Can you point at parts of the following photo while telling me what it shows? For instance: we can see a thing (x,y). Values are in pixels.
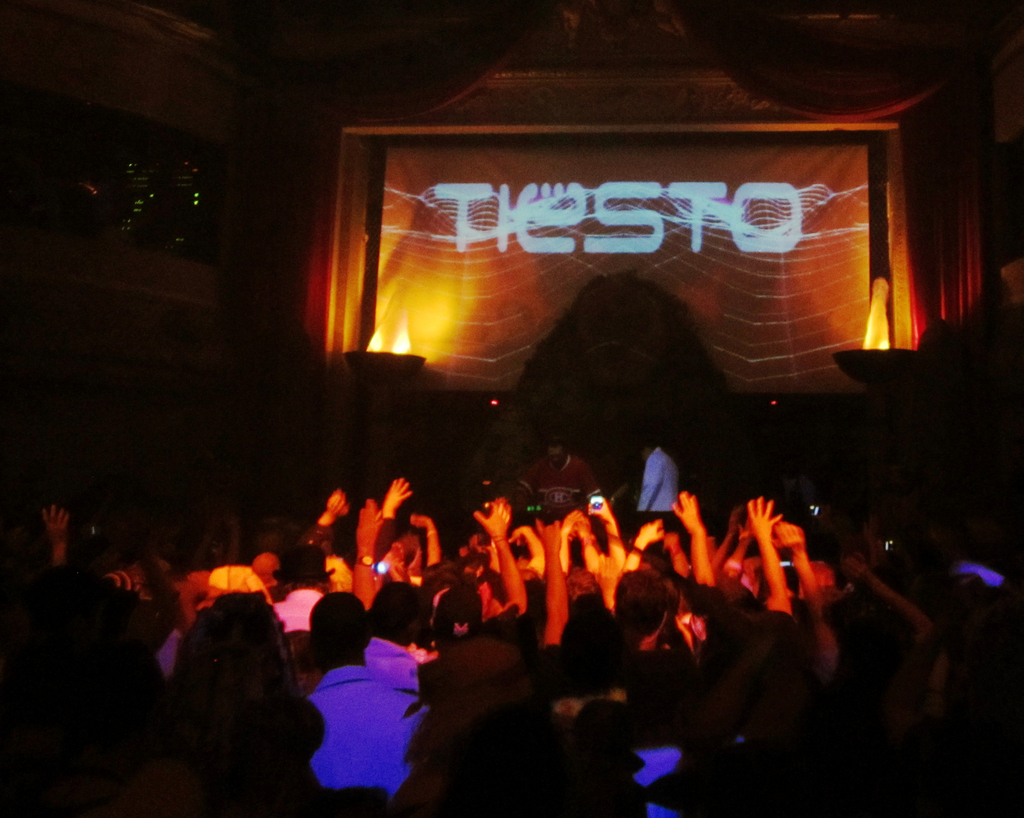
Here we can see crowd (294,731). Background (478,253) there are lights (381,357), screen (611,257) and curtains (389,72). Few people (607,509) are holding mobiles (817,512).
